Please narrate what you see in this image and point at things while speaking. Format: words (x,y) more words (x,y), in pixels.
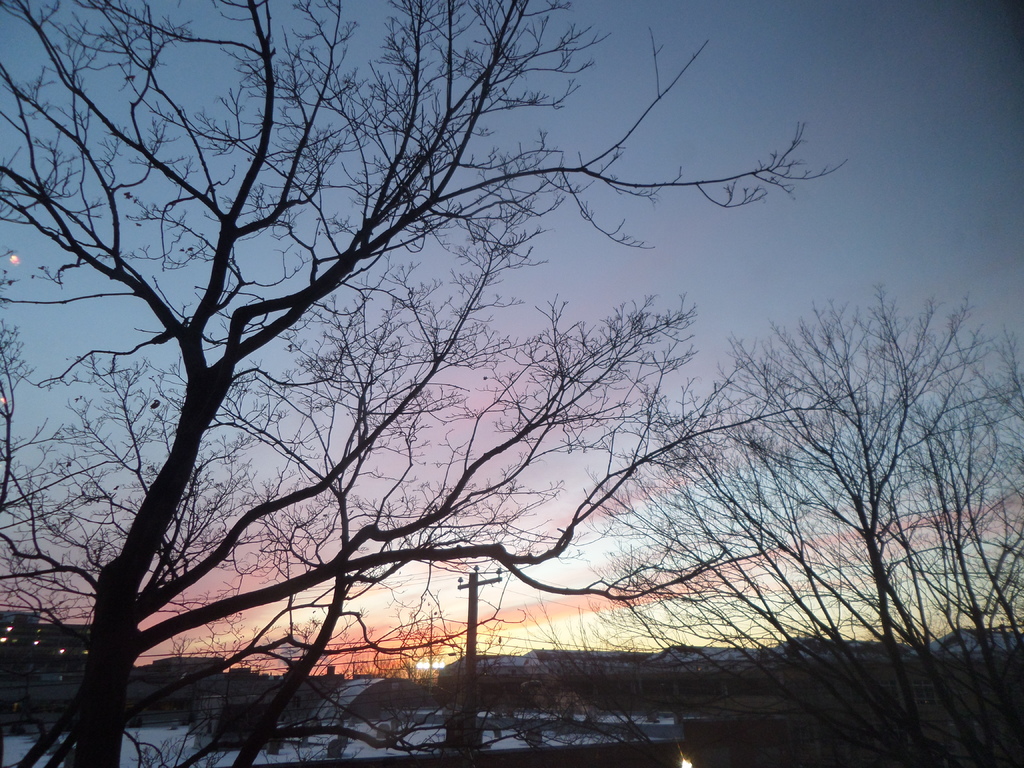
In this picture I can see there are trees (258,593), there is a electrical pole (475,581) with some cables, there are buildings (199,715) and there is snow (225,756) on the floor (307,747) and the sky (307,375) is clear.
